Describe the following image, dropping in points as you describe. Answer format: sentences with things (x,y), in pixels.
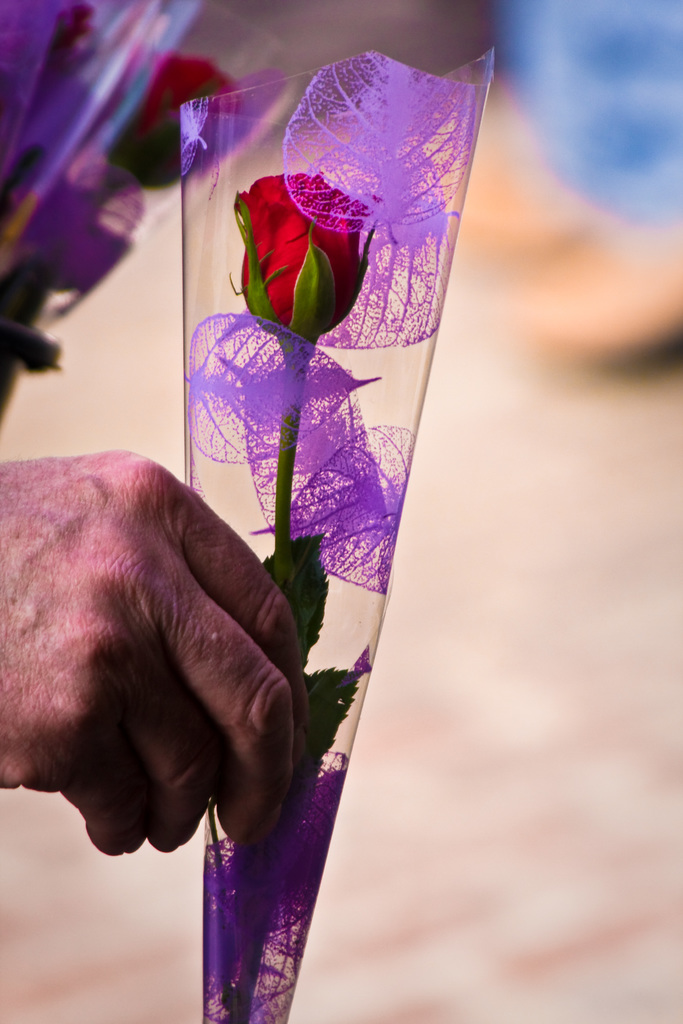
In this picture we can see a person (258,737) holding a red flower (339,297) in a cover (279,894). There are few flowers (211,69) in covers (120,28) in the background (157,25).
